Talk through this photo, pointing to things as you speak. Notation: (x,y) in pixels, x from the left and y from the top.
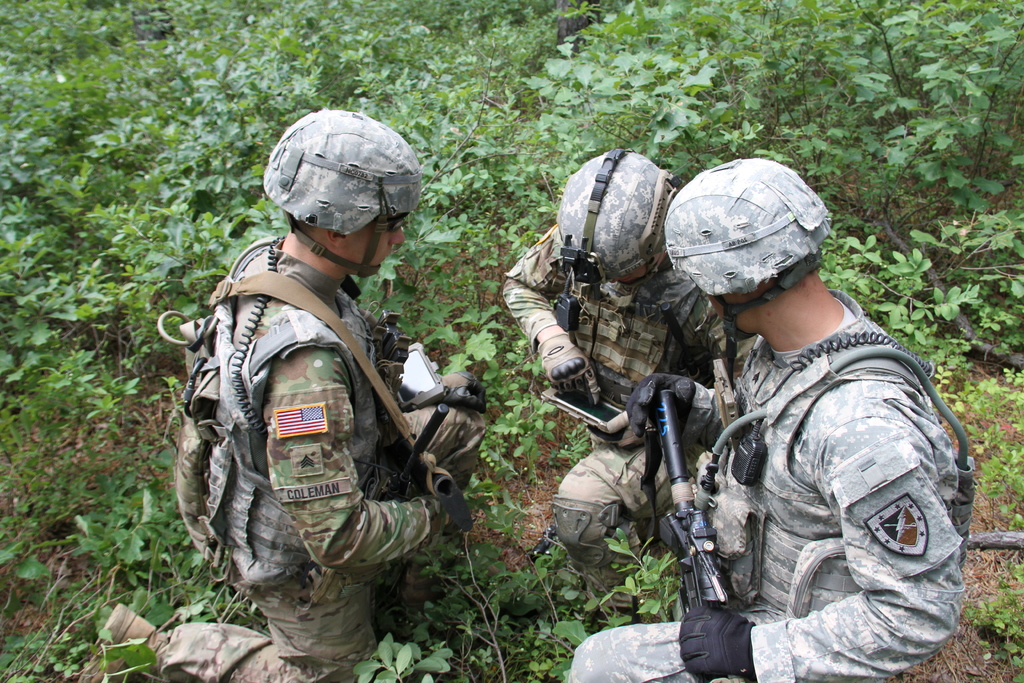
In this picture, we see three men (296,472) are in the uniform (543,289). The man (600,312) in the middle of the picture (590,380) is holding a mobile phone (599,410) in his hands (566,371). The two men (679,413) on either side of the picture are holding rifles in their hands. In the background (202,170), there are trees (616,143).
